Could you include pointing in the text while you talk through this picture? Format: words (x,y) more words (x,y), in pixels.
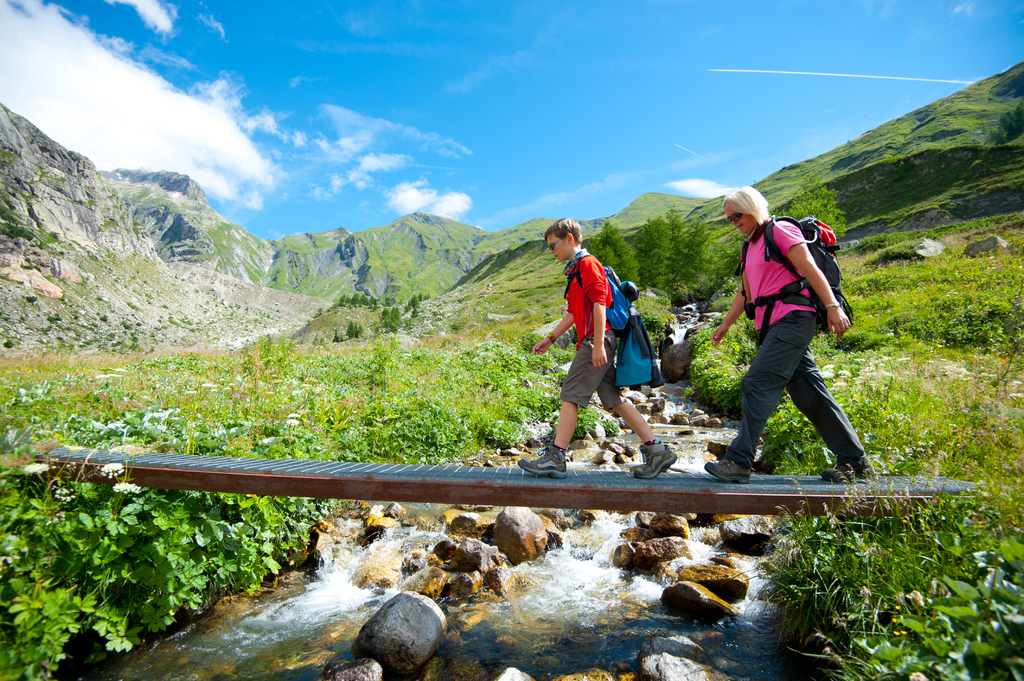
In this picture there is a boy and old woman (816,413) walking on a small bridge (537,485) and there is a stream (610,577) flowing, there are rocks (449,580) and into right there are plants (933,528) and grass (950,357) and mountain (966,203) and plant (241,409) grass (235,356) and mountain (263,241) and the sky (355,54) is blue.
